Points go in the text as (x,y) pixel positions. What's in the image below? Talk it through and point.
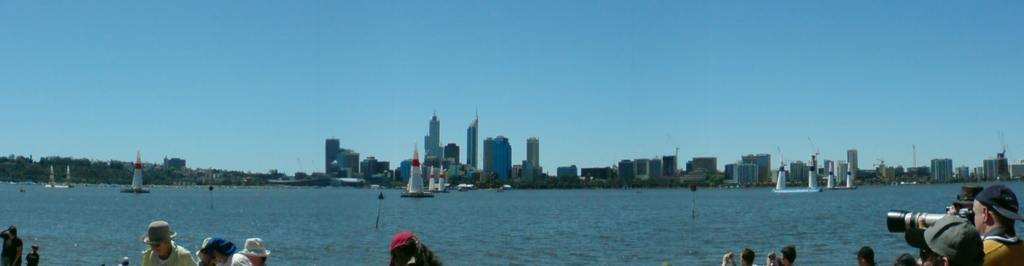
In this picture, we can see a few people (209,254), and among them we can see a few (937,223) are holding some objects (957,213) like camera (911,211), and we can see water (320,208) and some objects (424,193) on water (346,209), we can see building (520,168) with windows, trees (104,162), and the sky (431,77).
